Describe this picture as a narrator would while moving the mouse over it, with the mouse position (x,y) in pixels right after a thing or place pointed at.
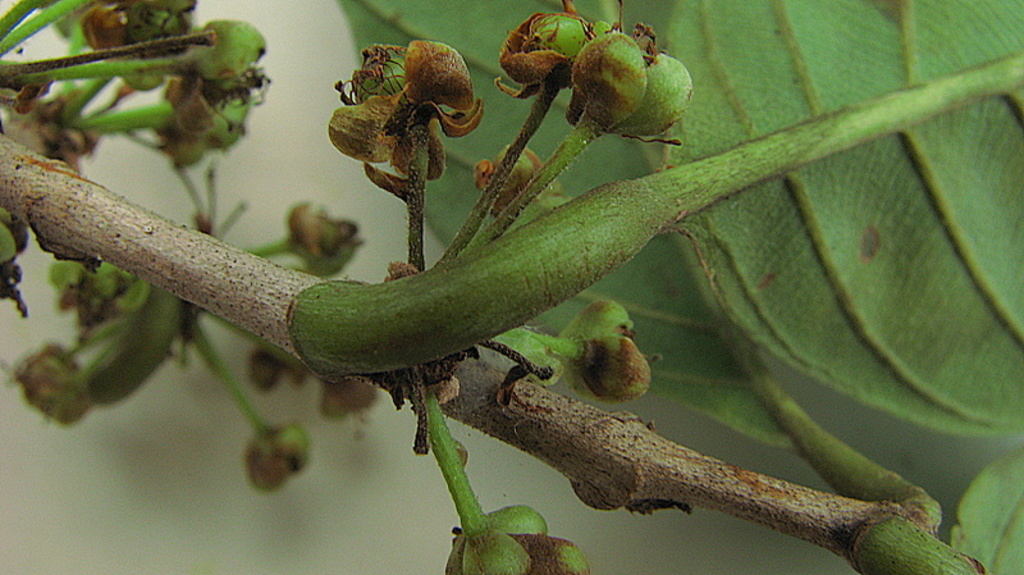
In this picture there is a plant (361,351) and there are buds (646,89) and there is a leaf (838,89) on the plant (642,378). At the back (276,128) there is a white background (375,514).
